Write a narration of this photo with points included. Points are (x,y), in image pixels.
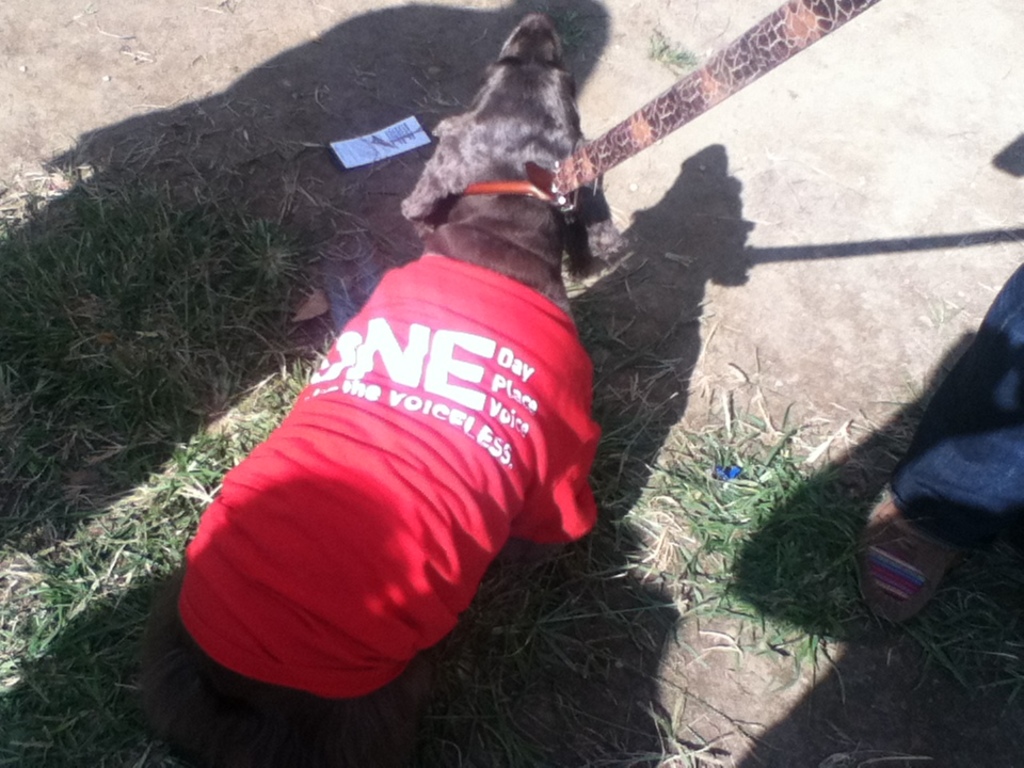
In the middle of this image (445,332) there is a dog (434,226) which is dressed with a red color t-shirt (368,397). On the t-shirt (434,376) there is some text (463,367). There is a belt (486,190) around its neck (532,200). At the bottom (99,563), I can see the grass (132,392) on the ground (201,381). On the right-side, I can see a person's leg (908,469).
